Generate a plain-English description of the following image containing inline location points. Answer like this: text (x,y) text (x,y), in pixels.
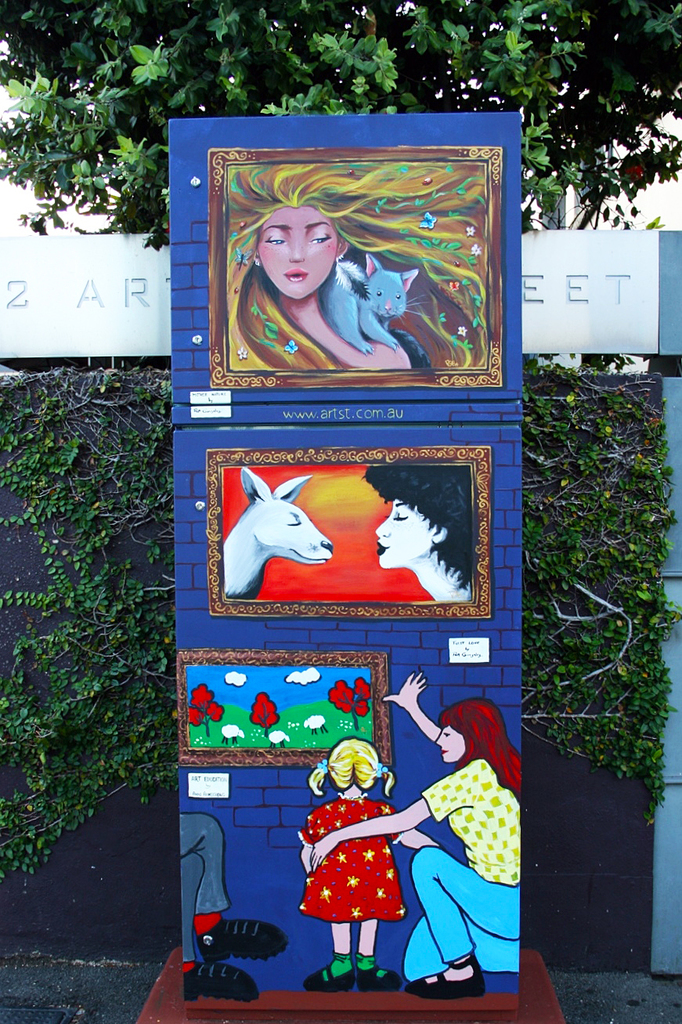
In the picture we can see blue color board (278,815) on which we can see the art painting (275,552) of some images (390,986) and animals (398,344). In the background (42,423), we can see the creepers (72,802) on the wall (606,405), we can see a board (45,274) on which we can see some text (15,300) and we can see the trees (223,14).
